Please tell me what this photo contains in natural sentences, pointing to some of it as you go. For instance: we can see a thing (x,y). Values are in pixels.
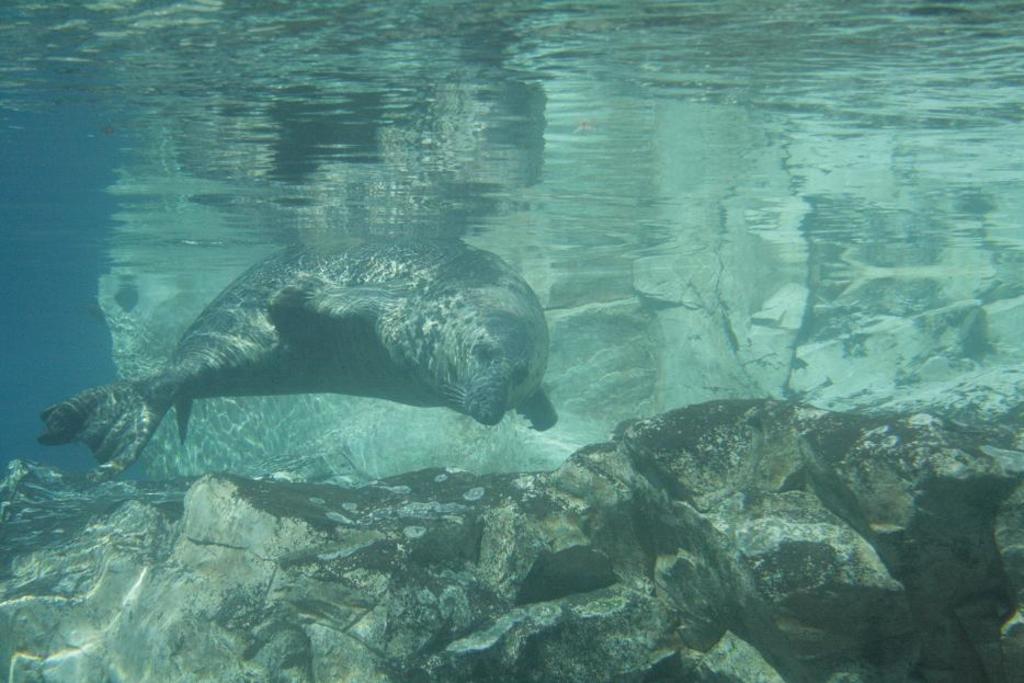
In the picture I can see the seal animal (440,363) in the water (414,212). These are looking like rocks (638,491) in the water (171,476) at the bottom of the image (680,516).
